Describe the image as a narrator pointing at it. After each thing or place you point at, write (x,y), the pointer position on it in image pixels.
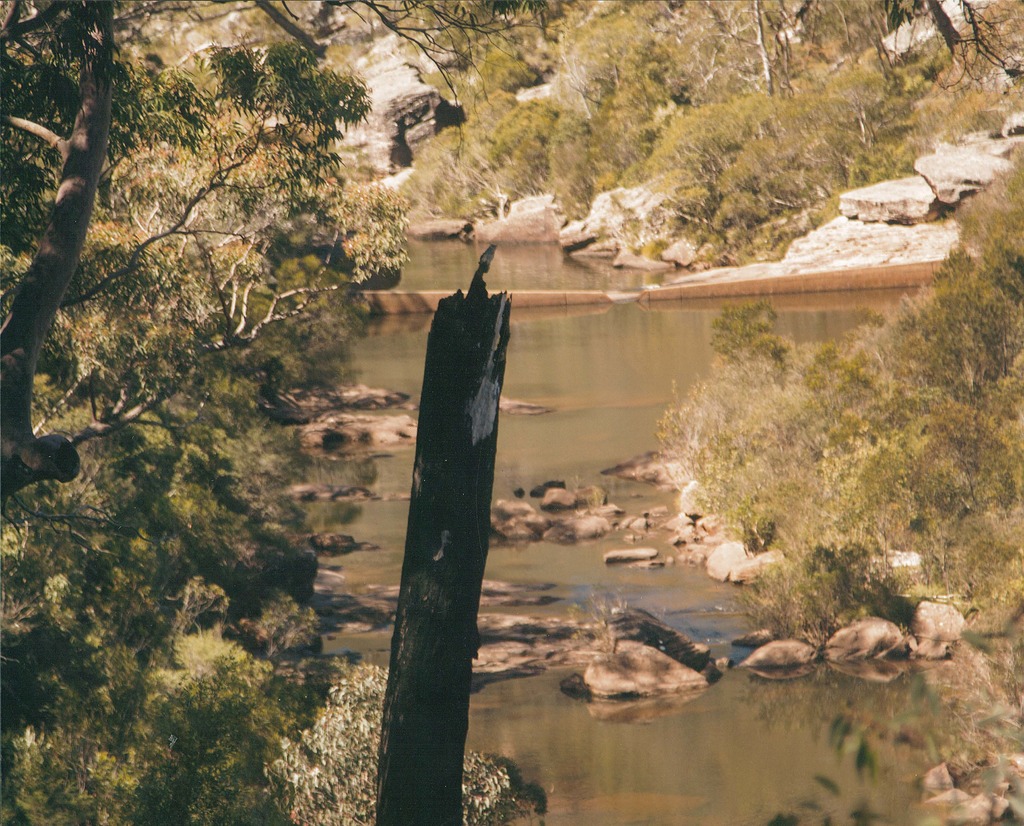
In this picture there are trees (500,152) and rocks (916,223). At the bottom (578,716) there is water (793,769). In the foreground (380,824) there is a tree trunk (462,299).
